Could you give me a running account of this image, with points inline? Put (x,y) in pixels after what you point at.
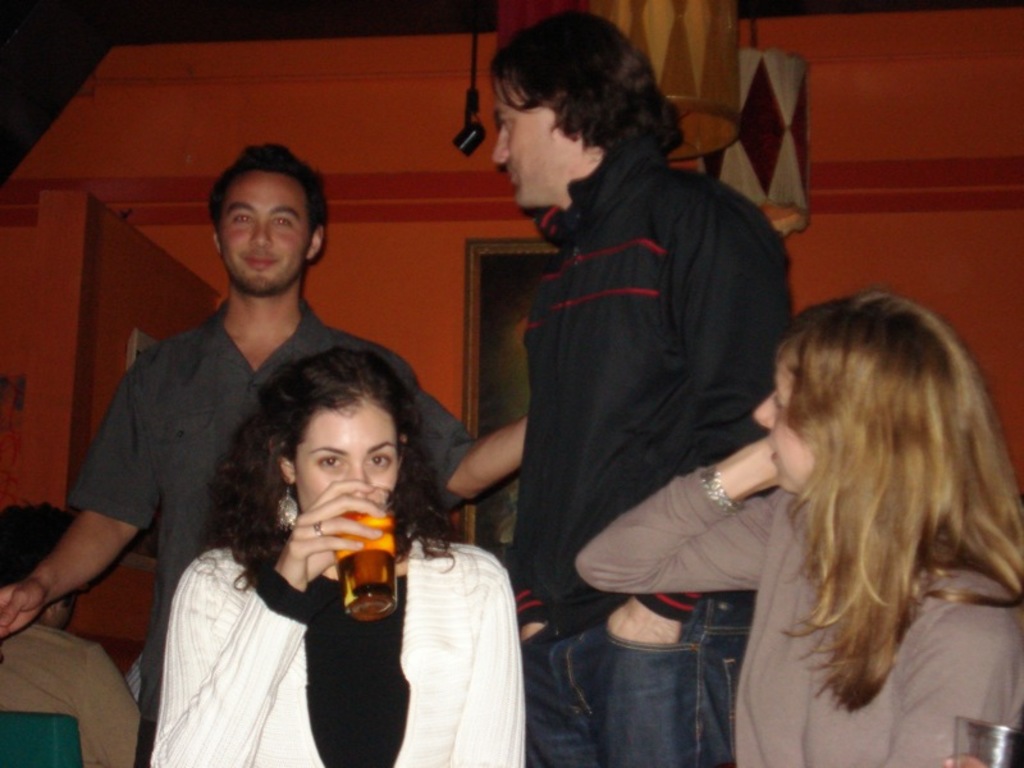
In this picture we can observe four members (586,391). Two of them were women (396,668) who were sitting. One of the woman (329,566) was drinking. The two men (273,322) were standing. We can observe some lights (690,98) hanging here. In the background (408,193) there is an orange color wall (381,150).
